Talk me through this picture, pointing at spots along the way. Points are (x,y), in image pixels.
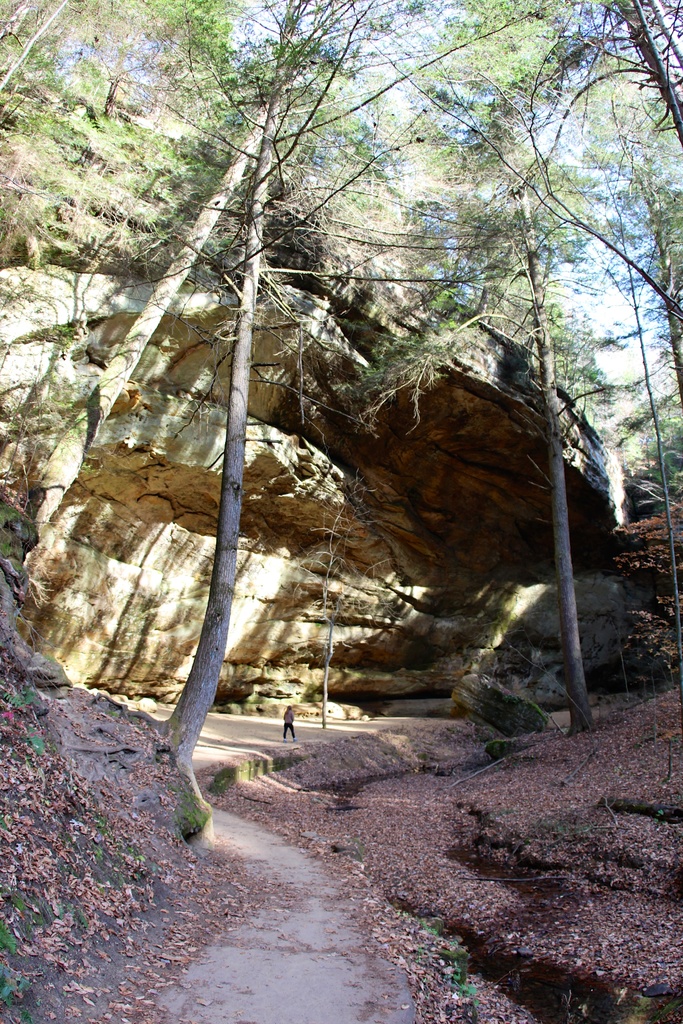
In this image I can see the dried leaves (277,820) on the water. In the background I can see the person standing in-front of the rock (125,305). I can also see many trees (320,206) and the sky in the back (334,126).
